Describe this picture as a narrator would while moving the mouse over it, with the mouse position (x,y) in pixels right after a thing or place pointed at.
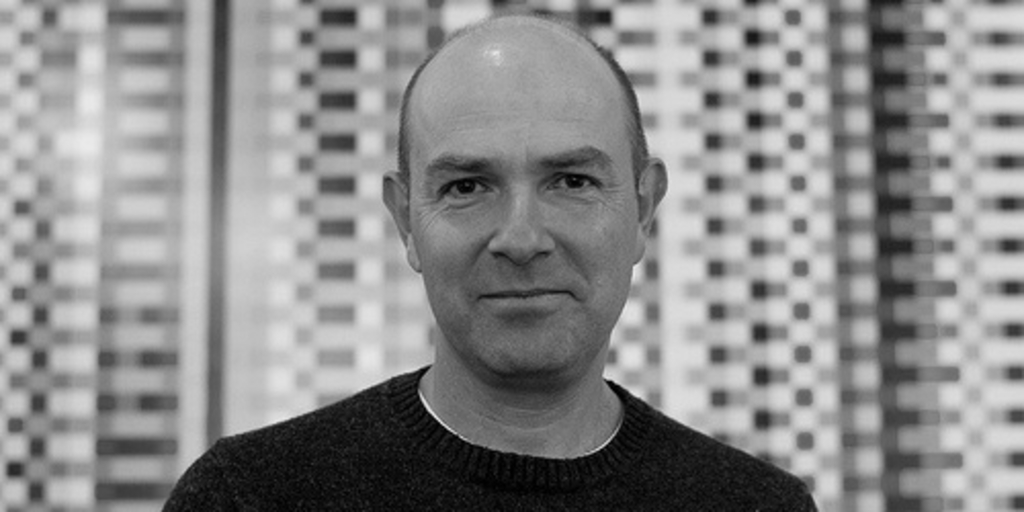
In this image we can see a black and white image of a person (529,263) and a blurry background (411,2).
